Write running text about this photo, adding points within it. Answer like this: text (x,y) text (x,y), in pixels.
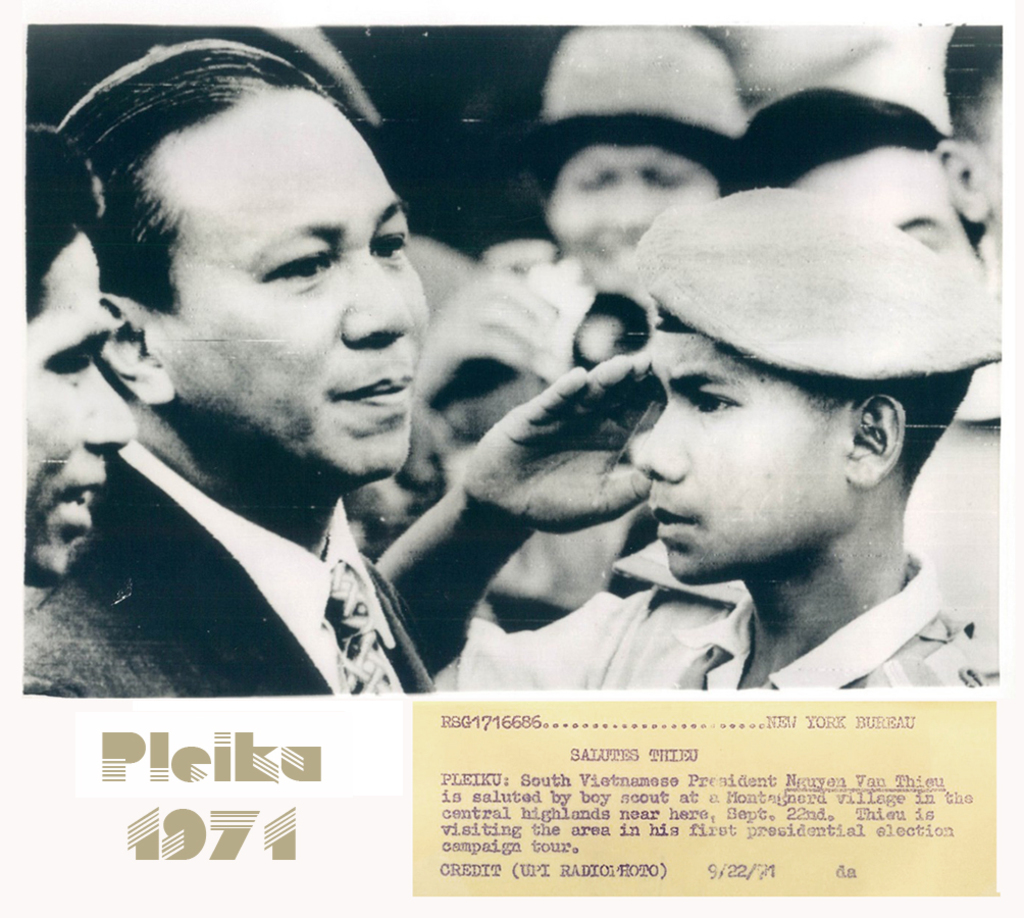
This image consists of a poster (735,714). At the bottom (542,807), there is a text (579,805). In the front (303,212), there are many people (591,383). On the right (898,583), the boy (760,544) is wearing a cap (946,359). On the left (201,644), the man (174,633) is wearing a black suit (146,622).
